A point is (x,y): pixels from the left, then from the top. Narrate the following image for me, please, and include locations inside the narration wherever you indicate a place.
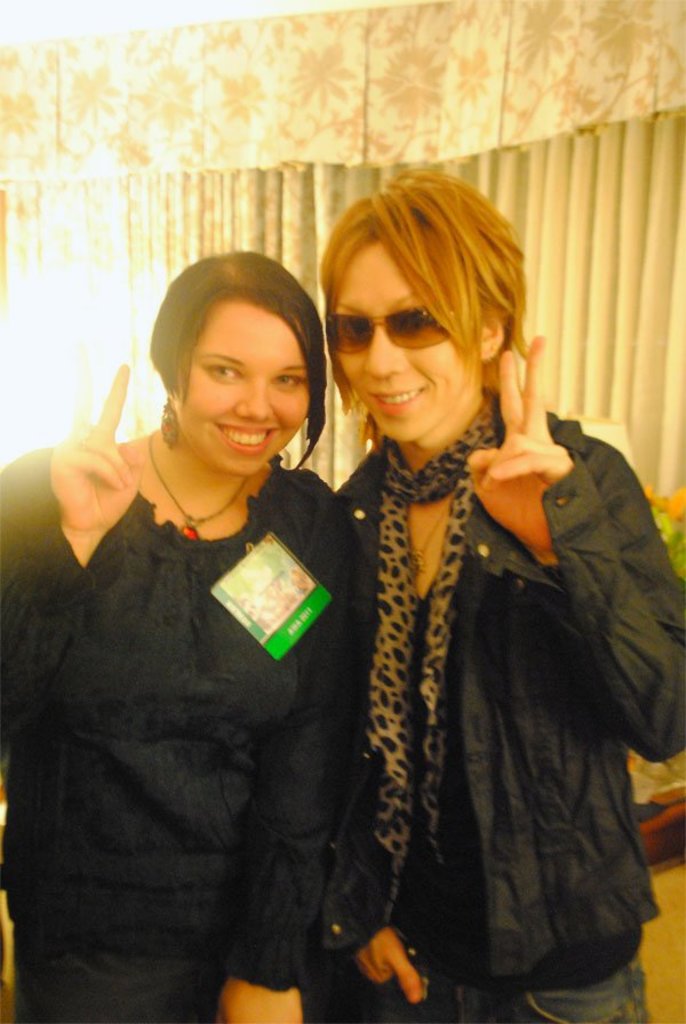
In this image, we can see people (333,298) standing and smiling and one of them is wearing an id card (259,577) and the other is wearing glasses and a scarf (430,699). In the background (655,461), there is a curtain (636,433) and we can see a light (73,287), on the left (87,292) and we can see some objects (685,545) on the right (682,535).
